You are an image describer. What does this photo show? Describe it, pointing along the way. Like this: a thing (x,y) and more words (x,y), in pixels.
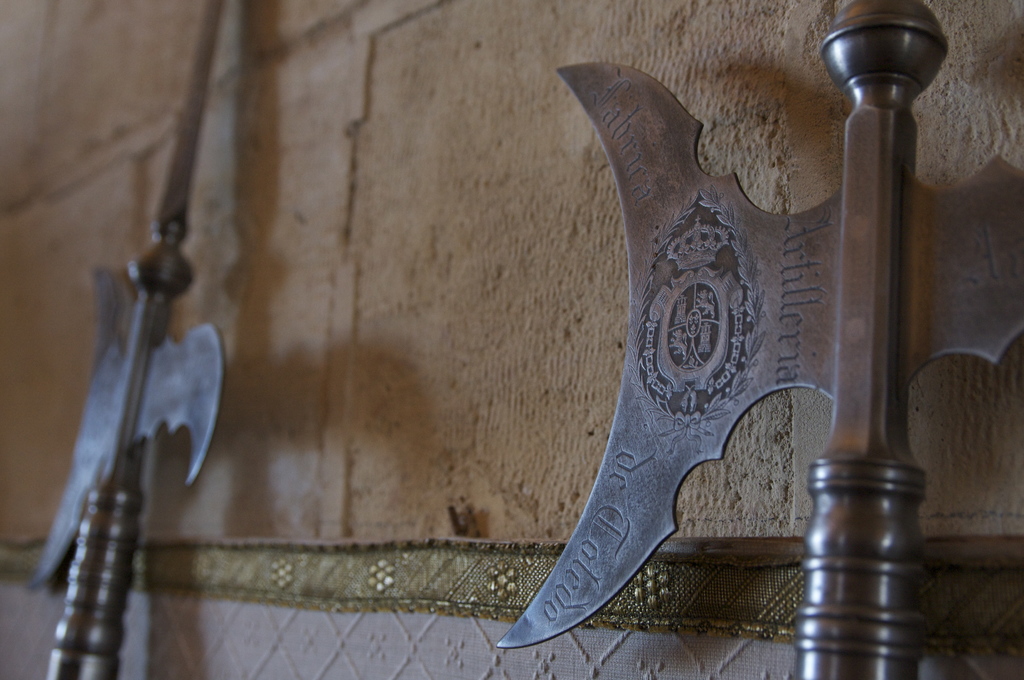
In the picture I can see weapons (676,356) and a wall (463,351). On these weapons (745,394) I can see design (715,303) and something written on them.
